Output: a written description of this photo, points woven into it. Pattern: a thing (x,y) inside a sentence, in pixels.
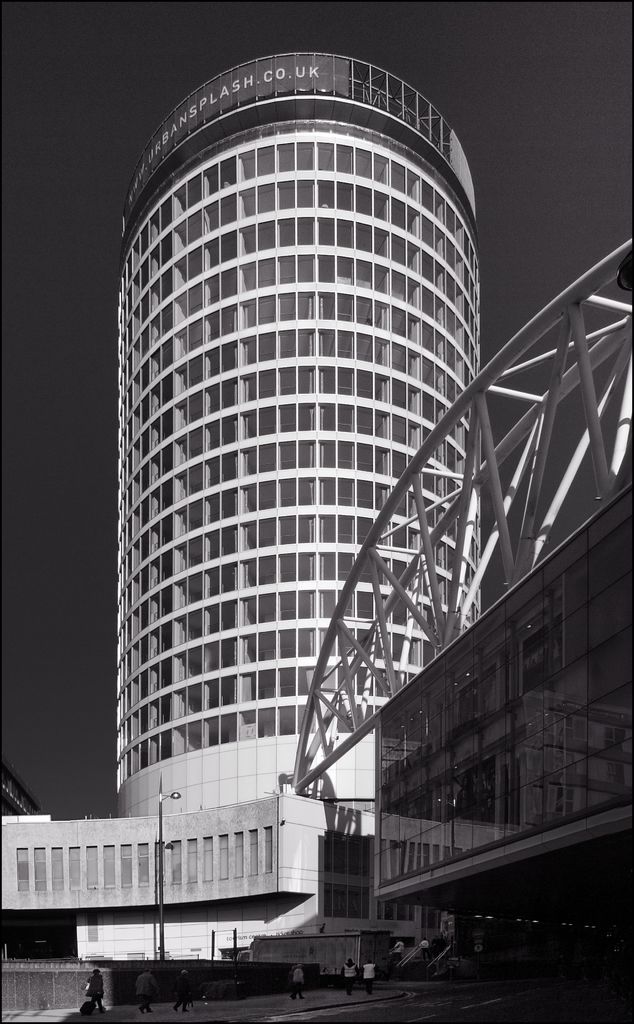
In this image we can see the buildings (201,407) and glass windows (485,693), metal frame (583,391), few people (95,986), street light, at the top (8,263) we can see the sky (105,333).
